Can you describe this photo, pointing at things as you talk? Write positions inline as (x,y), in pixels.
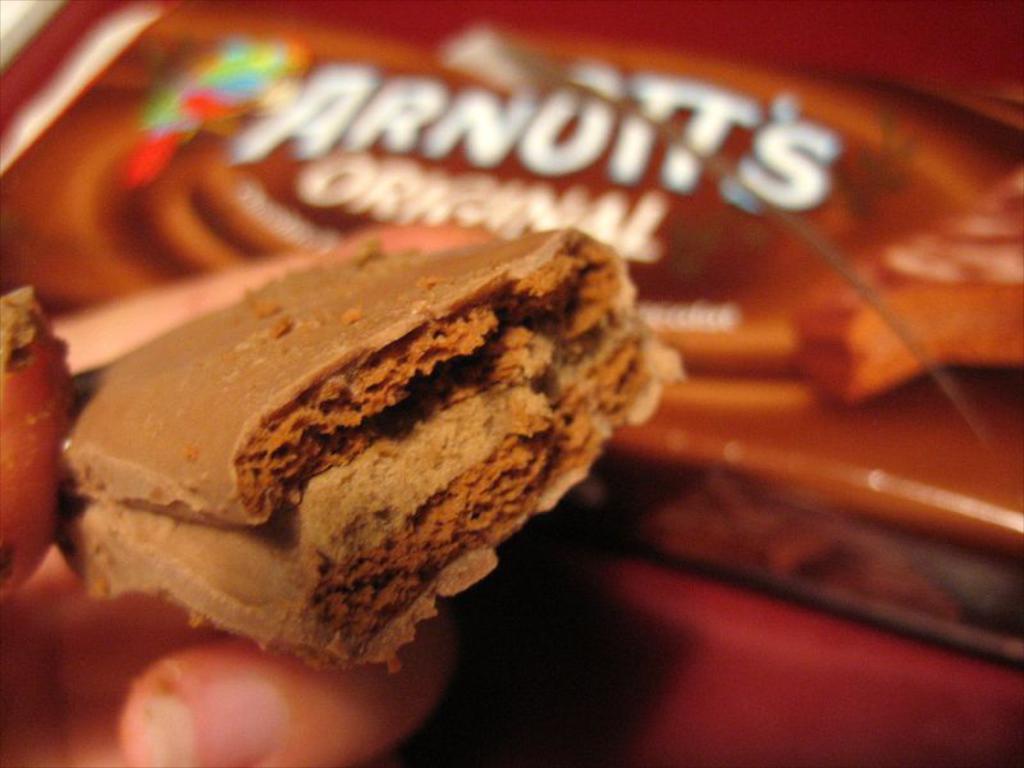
On the left (189,495) we can see a chocolate (84,556) in a person (32,547) hand (14,466). In the background (773,467) there is a chocolate packet (557,198) on a platform (717,606).
